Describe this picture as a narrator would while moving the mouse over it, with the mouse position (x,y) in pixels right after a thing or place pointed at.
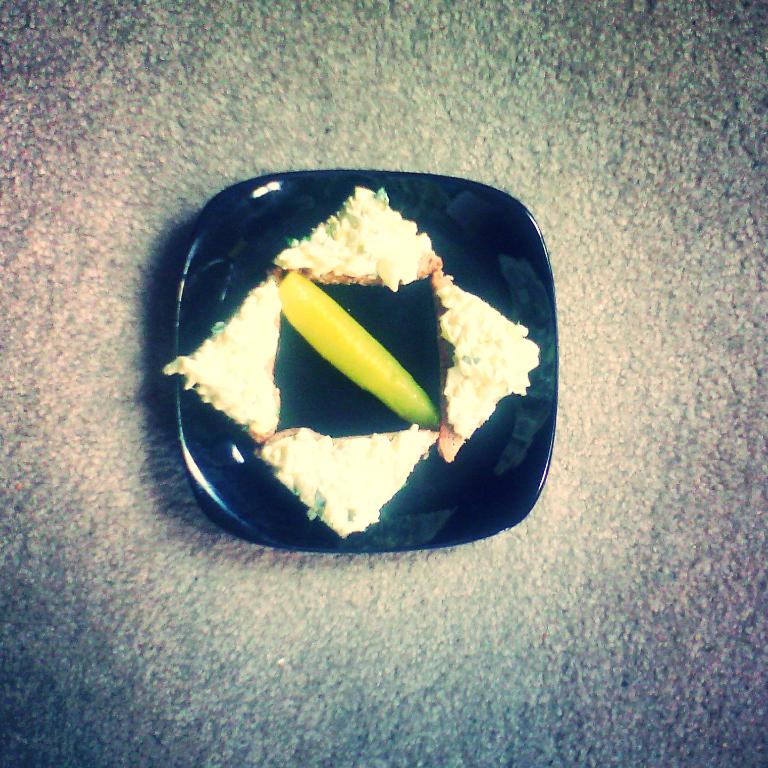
In this image we can see some food (309,498) in a plate (471,498) which is placed on the surface (280,601).
